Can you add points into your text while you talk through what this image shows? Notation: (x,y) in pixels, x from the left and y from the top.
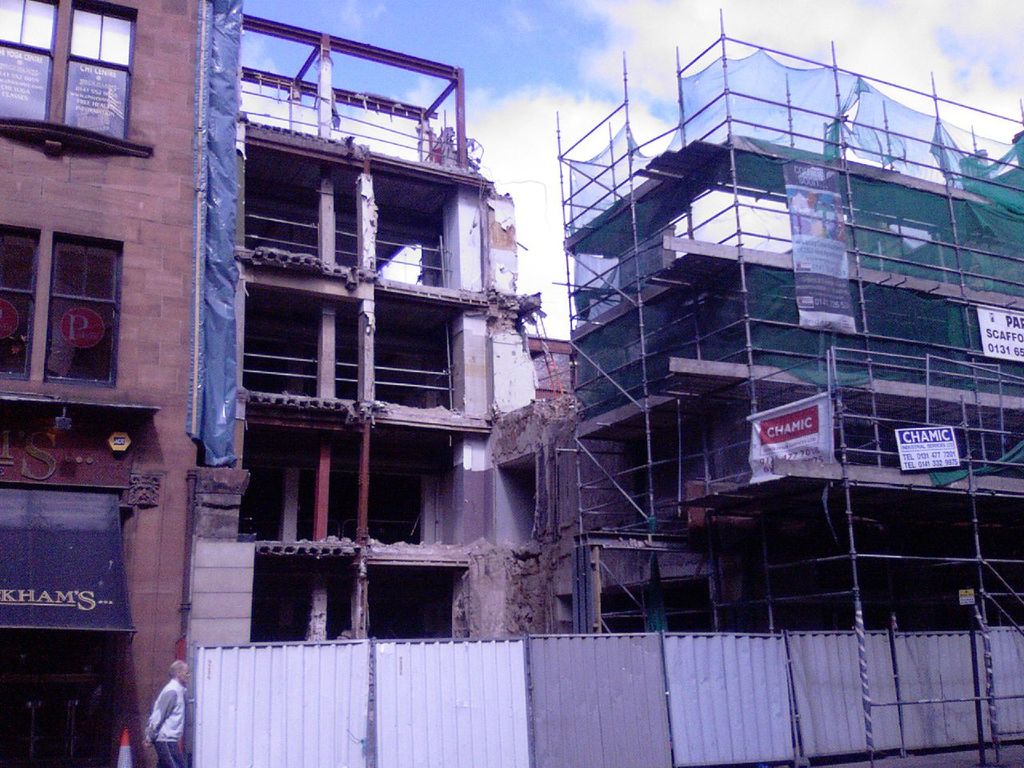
In this image I can see a person (157,718) walking on the left (158,745). There are buildings (541,502) at the back (572,513) and construction is going on. There are banners (783,426) on the right (826,257). There are tin sheets (282,735) in the center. There is sky (518,39) at the top (552,39).
